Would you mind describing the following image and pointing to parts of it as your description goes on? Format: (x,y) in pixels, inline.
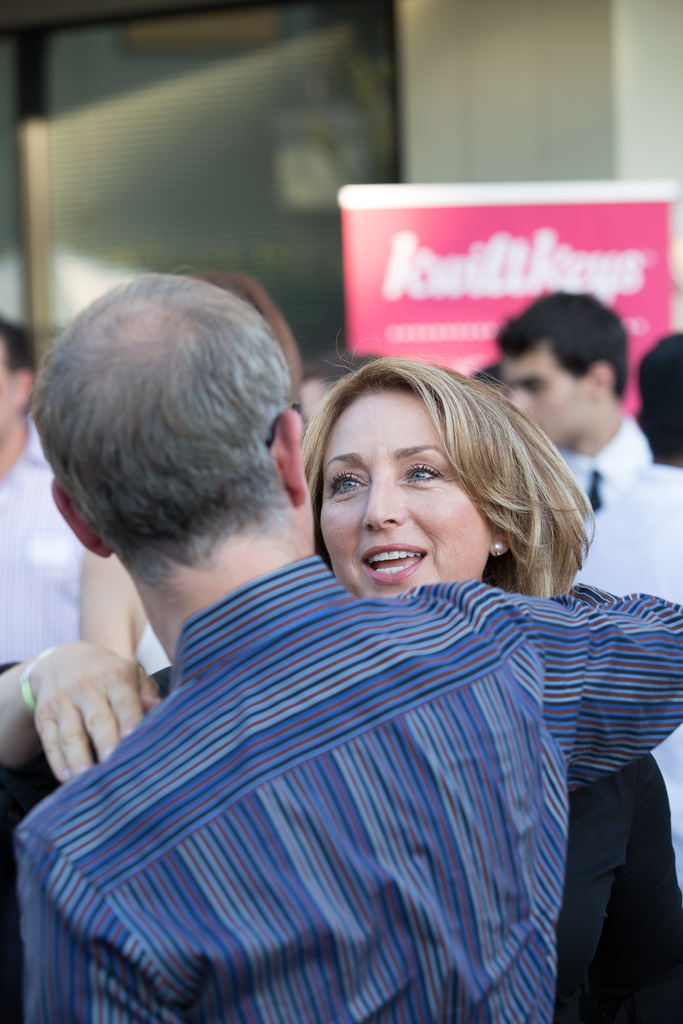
In this image in the middle (430,458) there is a woman (653,782), she wears a dress (623,841), her hair (505,504) is short, in front of her there is a man (261,556), he wears a shirt (393,816). In the background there are some people (670,344), posters (478,247), building (259,152), window (191,152), glass (235,94) and wall (486,103).
